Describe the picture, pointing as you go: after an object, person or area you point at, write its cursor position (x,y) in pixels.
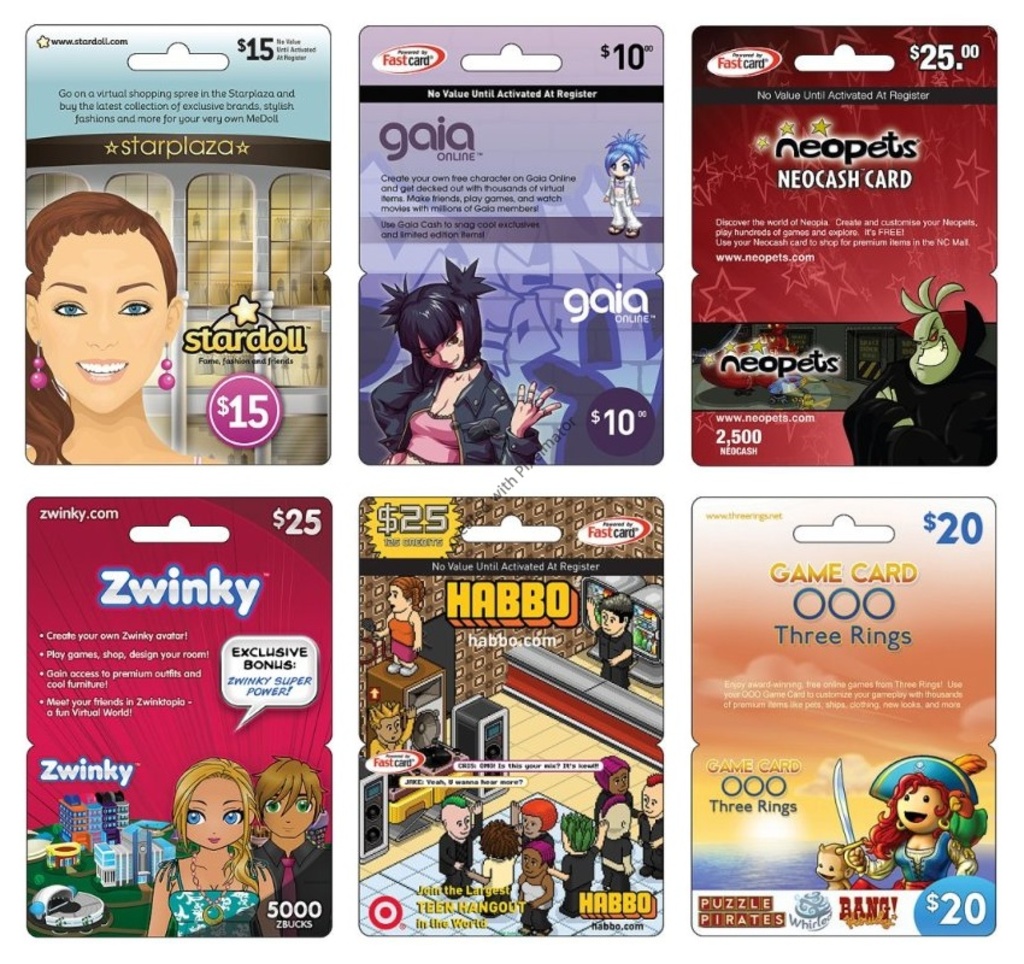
In the foreground of this image (475,427), there are six posters (156,378) on which there are images (220,354), text (209,340) and digits (245,58).
